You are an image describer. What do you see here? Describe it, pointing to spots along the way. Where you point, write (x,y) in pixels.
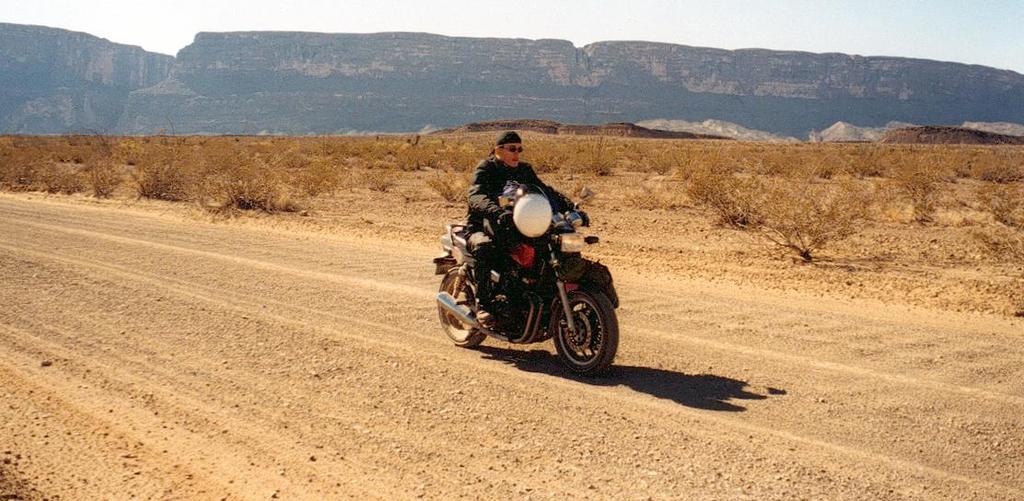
The person (505,213) wearing black dress (488,218) is riding bike (553,278) and there are mountains (532,81) behind him and there is sand (736,388) on the ground (742,387).
